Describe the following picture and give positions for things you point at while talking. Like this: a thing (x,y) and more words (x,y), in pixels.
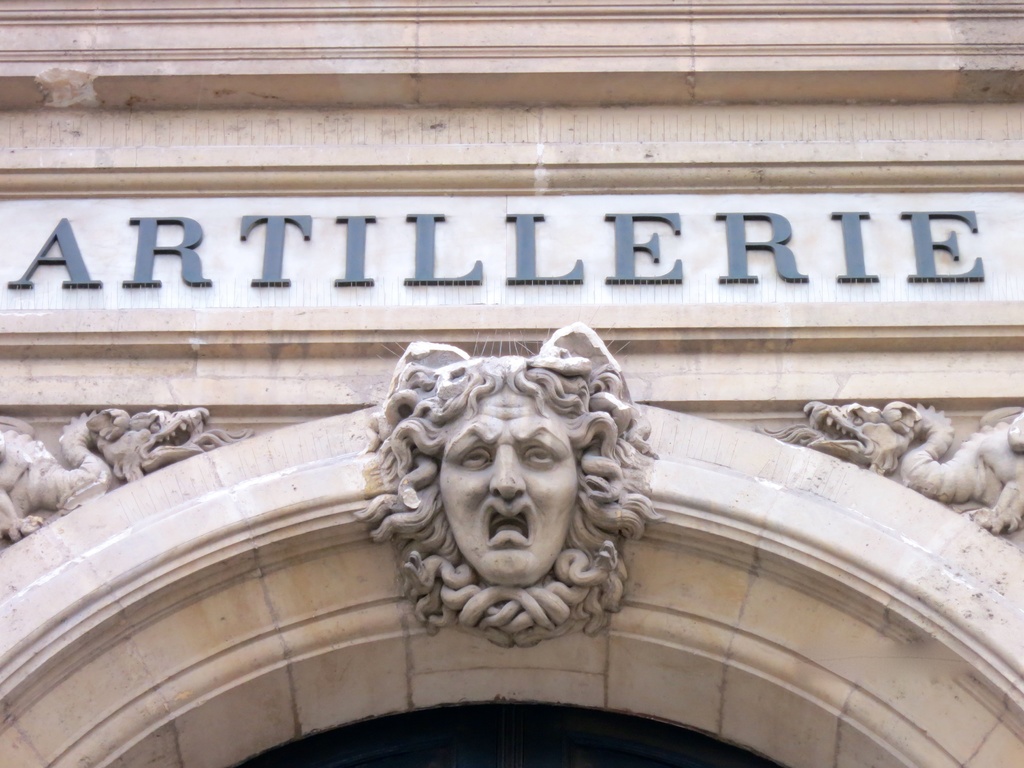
In this image we can see the wall (305,430) of a building (99,149) with some text (766,226) on it and also we can see an arch (410,706) and on the arch (379,614) there are some statues (7,503) attached to the wall (365,475).
